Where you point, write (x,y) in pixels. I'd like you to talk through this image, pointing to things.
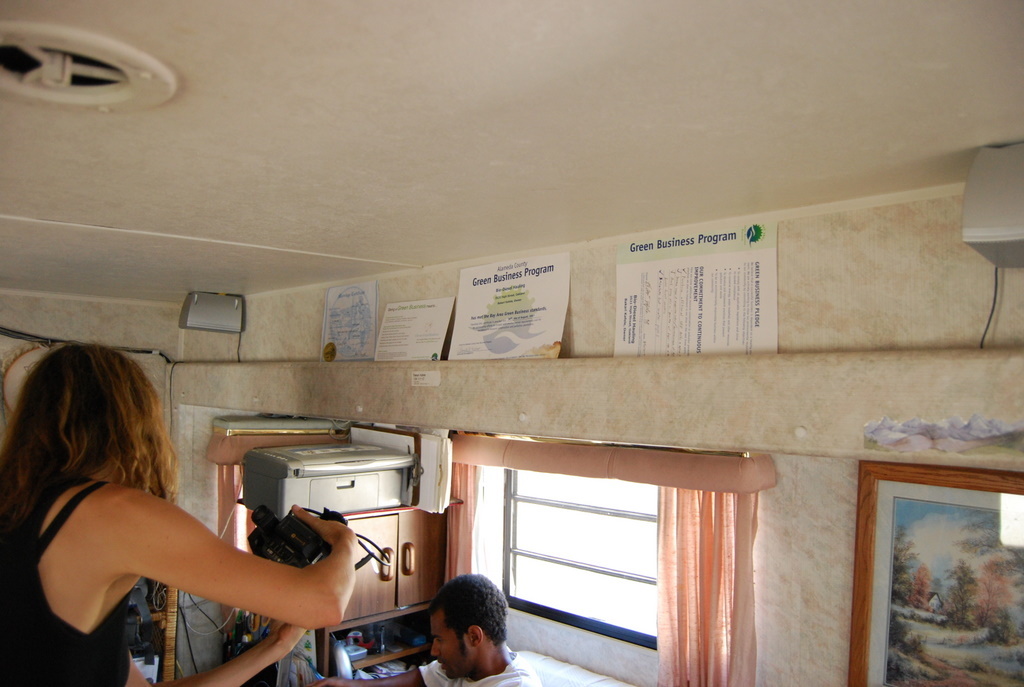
In this image I can see a person (107,518) is holding some object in hand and one person (470,604) is sitting. In the background (540,586) I can see posters (543,315), speakers (230,295), wall paintings (890,666), window (612,577), curtains (705,668), shelf (379,550), some objects (296,456) and wall (29,310). This image is taken may be in a day.
